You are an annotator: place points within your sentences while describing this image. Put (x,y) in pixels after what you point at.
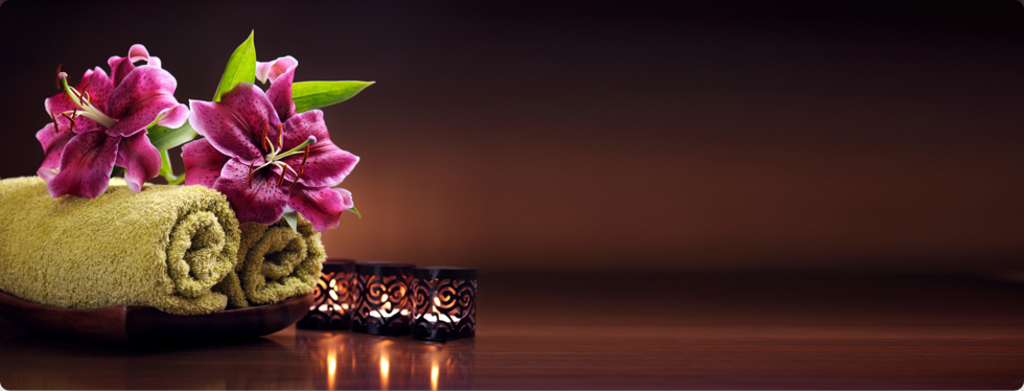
On the left side of the image (161,152) we can see flowers (157,170) and napkins (173,273) in the plate (155,311), beside the plate (311,294) we can find lights (394,310).
